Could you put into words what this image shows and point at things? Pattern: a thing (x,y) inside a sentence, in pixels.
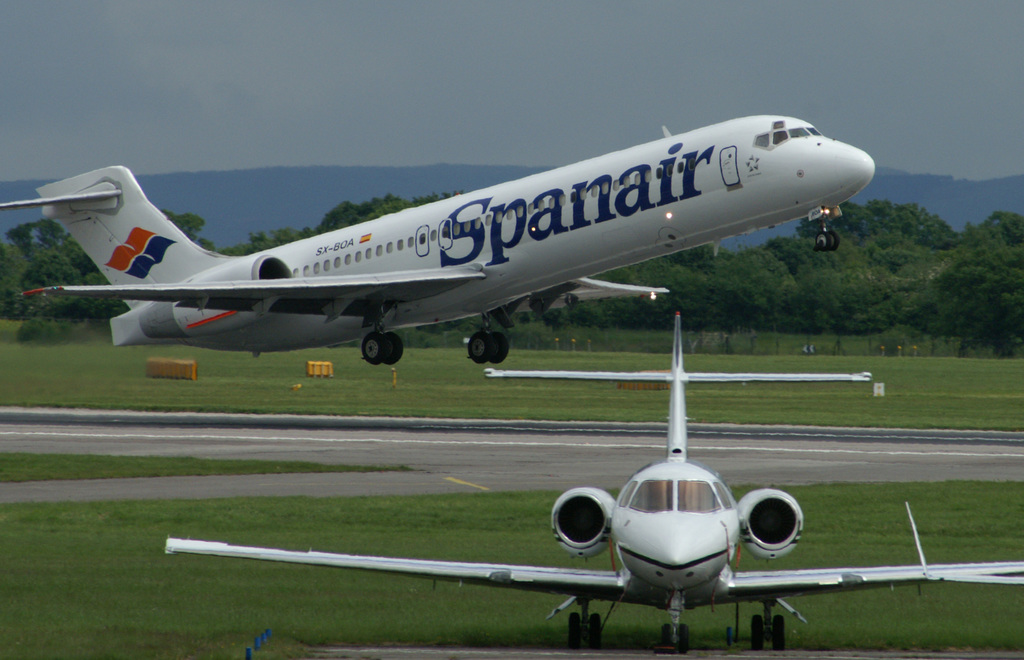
In this image we can see aeroplanes (789,502), ground (498,384), hills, trees (780,291) and sky (389,128).
